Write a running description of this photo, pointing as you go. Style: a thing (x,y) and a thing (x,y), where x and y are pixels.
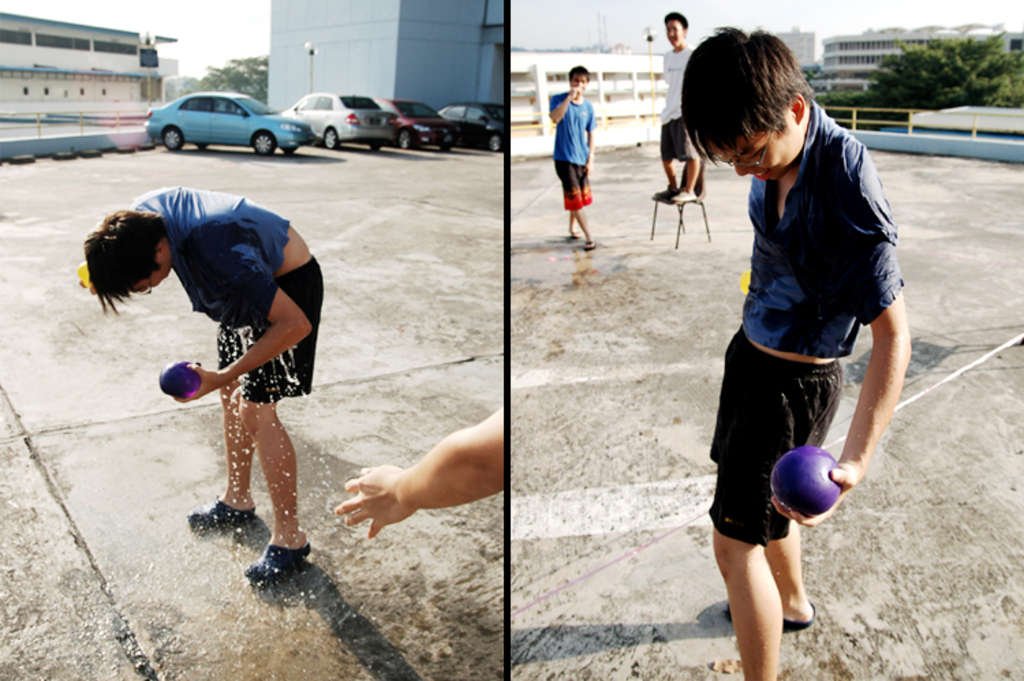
I see this is a collage image and I see 3 boys (164,255) in which this boy (810,362) is holding a purple color thing (786,492) in his hand (849,463) and I see the water droplets (239,534). In the background (154,162) I see the cars (154,127) and I see the buildings (622,83), trees (980,45) and the sky (165,24) and I see the path (693,272).
